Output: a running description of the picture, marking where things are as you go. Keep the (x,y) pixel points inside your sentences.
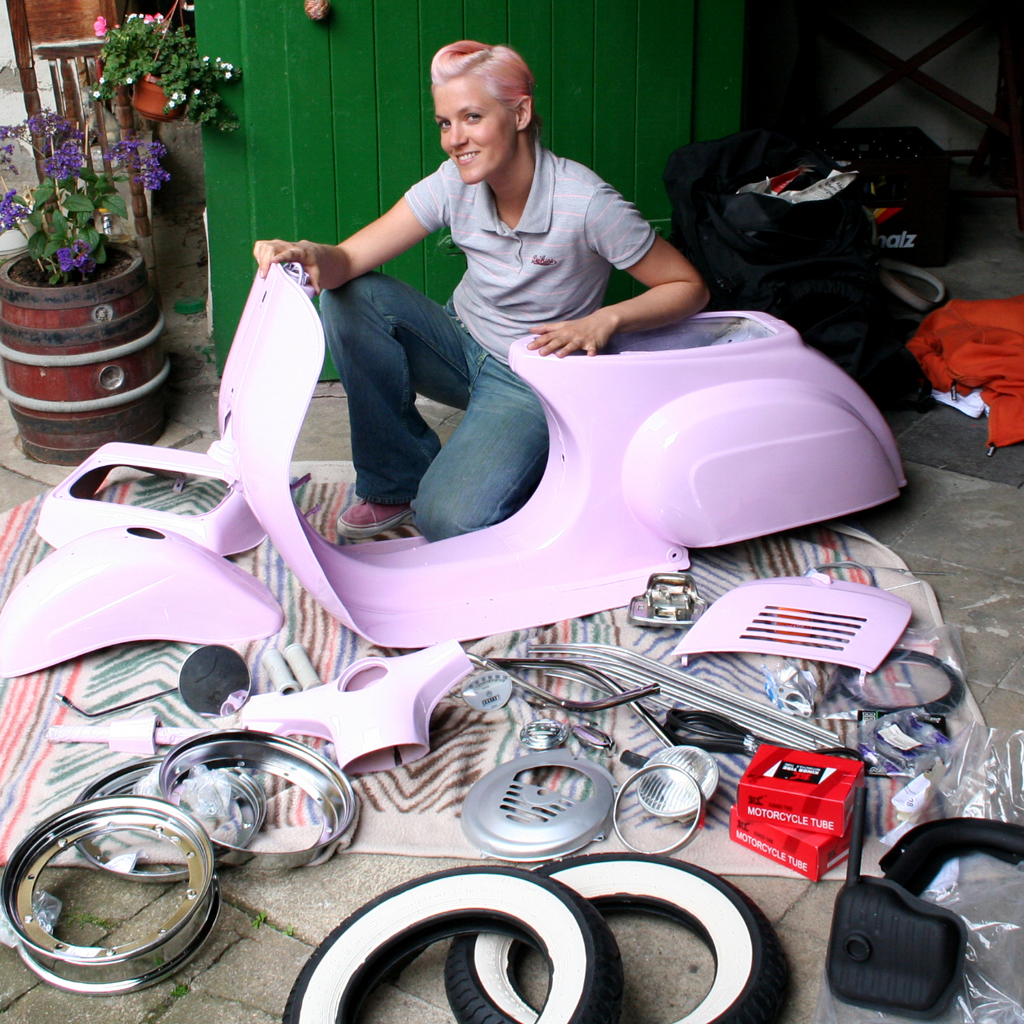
In this image we can see a woman (523,199) sitting on floor (151,1011) holding a motorcycle part (598,420) with her hand (307,254) and on the ground (137,501) we can see group of parts (550,802) and in the background (801,214) we can see a bag (822,216) and group of plants (113,84).
